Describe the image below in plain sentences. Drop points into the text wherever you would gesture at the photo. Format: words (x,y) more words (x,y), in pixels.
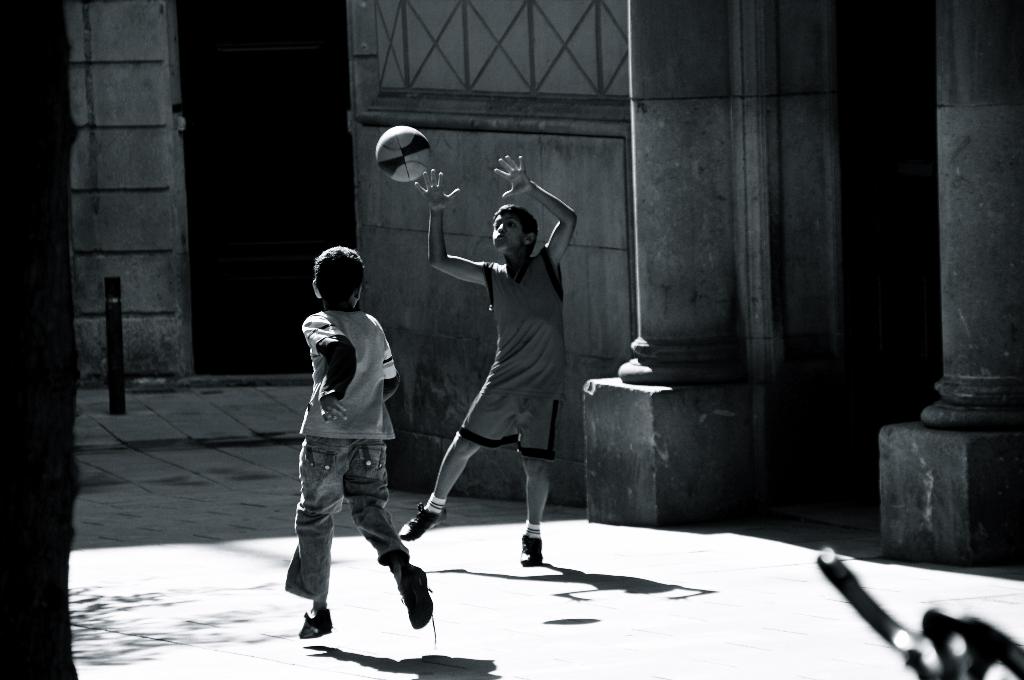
In this image there are two kids (327,365) playing with a ball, behind them there is a building (495,139).
